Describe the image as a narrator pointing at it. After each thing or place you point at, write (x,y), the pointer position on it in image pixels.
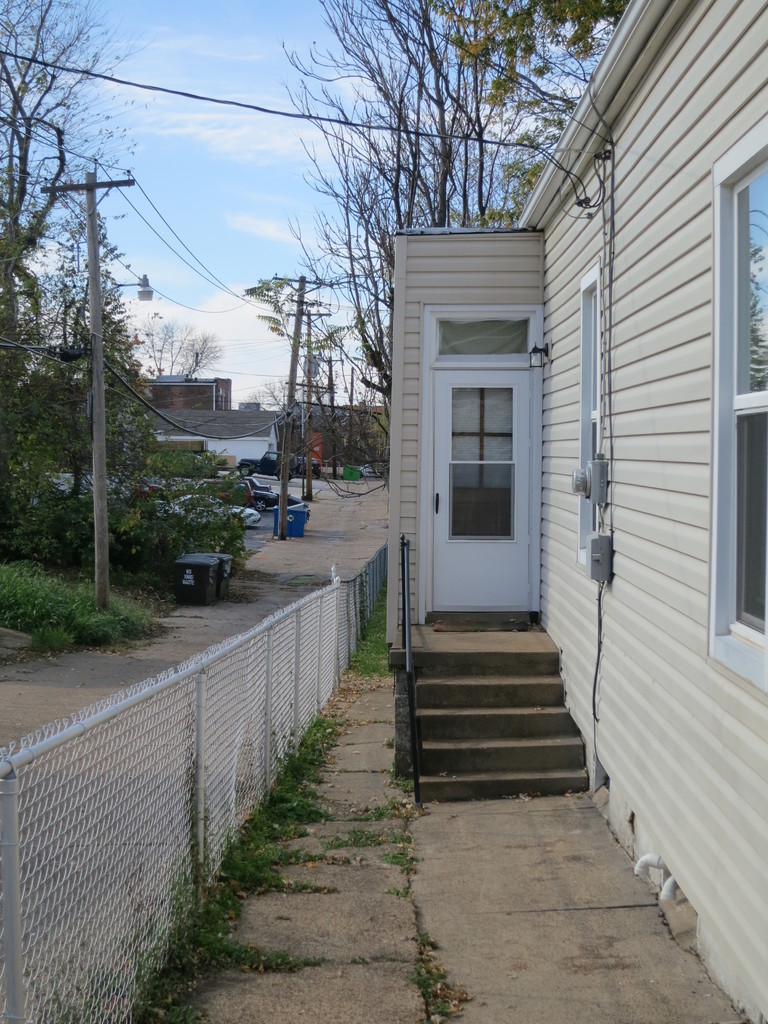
In this image, we can see a wall (629,272) contains windows (754,360). There are steps (491,676) in front of the door (481,511). There is a fencing (268,685) in the bottom left of the image (155,745). There are poles (308,375) and some trees (62,303) on the left side of the image (93,300). There is a branch (405,125) at the top of the image (465,63). In the background of the image (268,131), there is a sky (137,170).
